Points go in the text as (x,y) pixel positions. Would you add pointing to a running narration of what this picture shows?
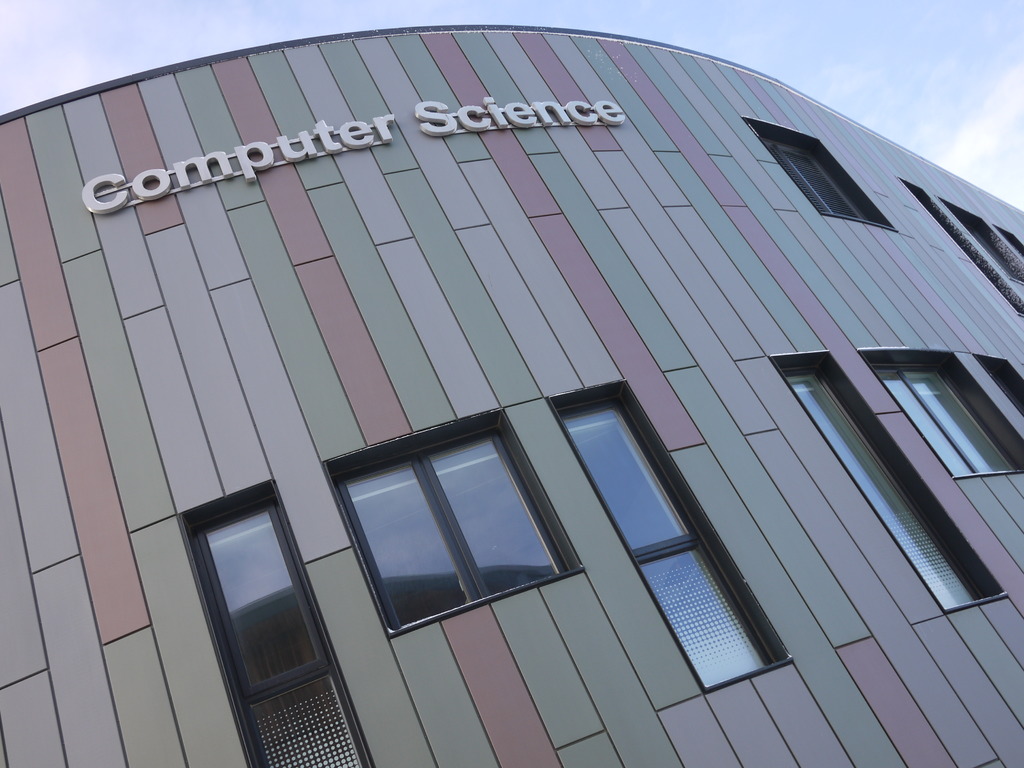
In this image we can see a building (893,531) with group of windows (566,549) and some text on it. In the background (940,120), we can see the cloudy sky (859,72).
